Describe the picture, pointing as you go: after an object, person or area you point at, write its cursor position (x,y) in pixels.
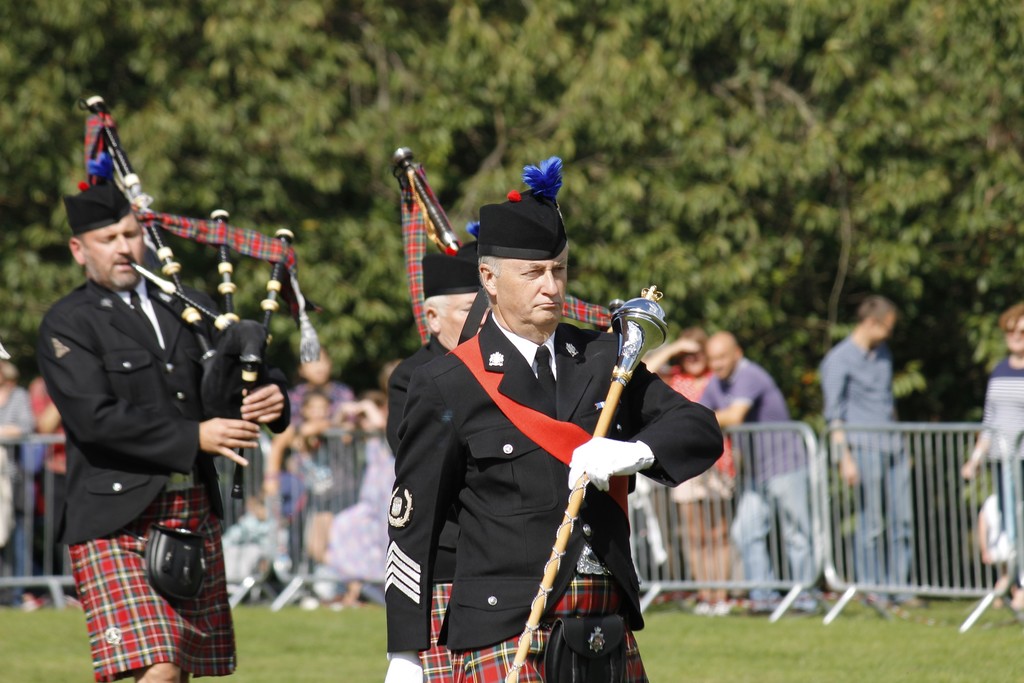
In this picture, we can see a few people (495,486), and among them a few are in a dress code (462,451) are holding musical instruments (313,353), we can see the ground (762,626) with grass (728,628), fencing (728,495), and in the background (329,270) we can see trees (329,270).
